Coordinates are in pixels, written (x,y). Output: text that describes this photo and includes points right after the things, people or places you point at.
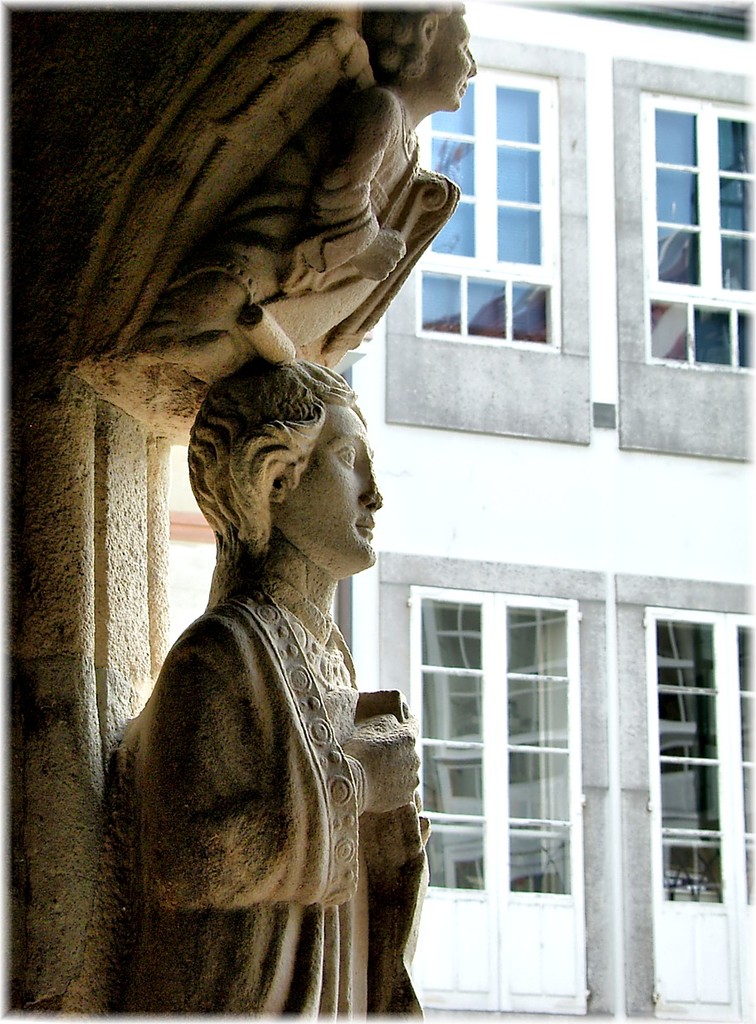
In this picture there sculptures (255,263) on the wall (178,172). At the back (729,955) there is a building (701,554) and there is a reflection (723,351) of a building (531,322) and the sky (669,188) on the mirror (521,169).
